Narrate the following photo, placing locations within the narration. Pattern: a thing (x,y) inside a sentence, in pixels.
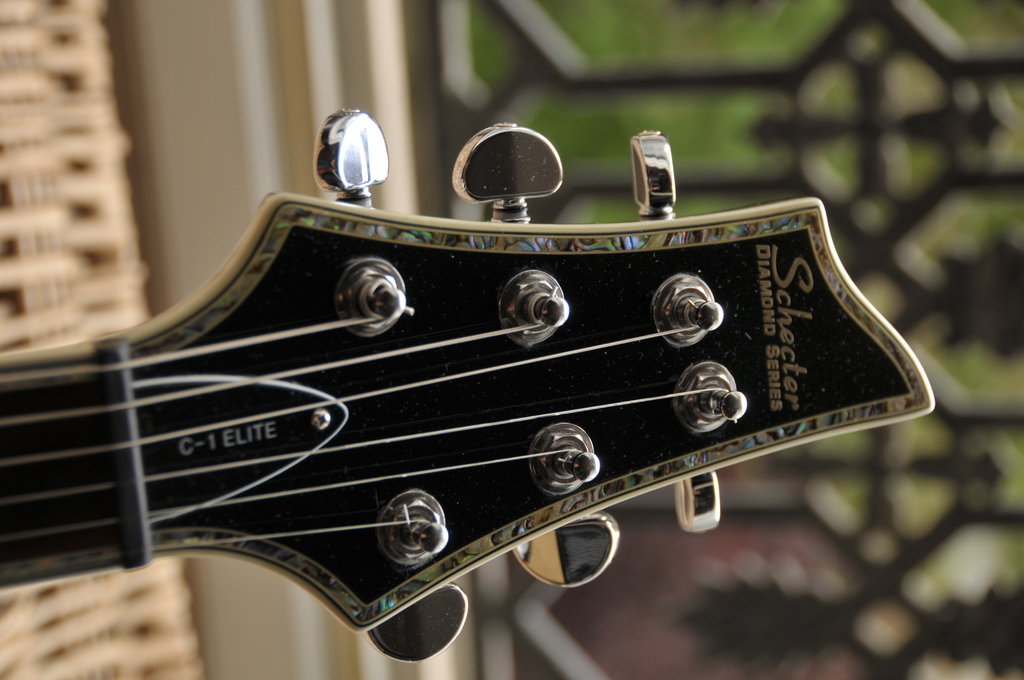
This is the picture of a guitar head (807,319). And these are the tuners (530,163).
